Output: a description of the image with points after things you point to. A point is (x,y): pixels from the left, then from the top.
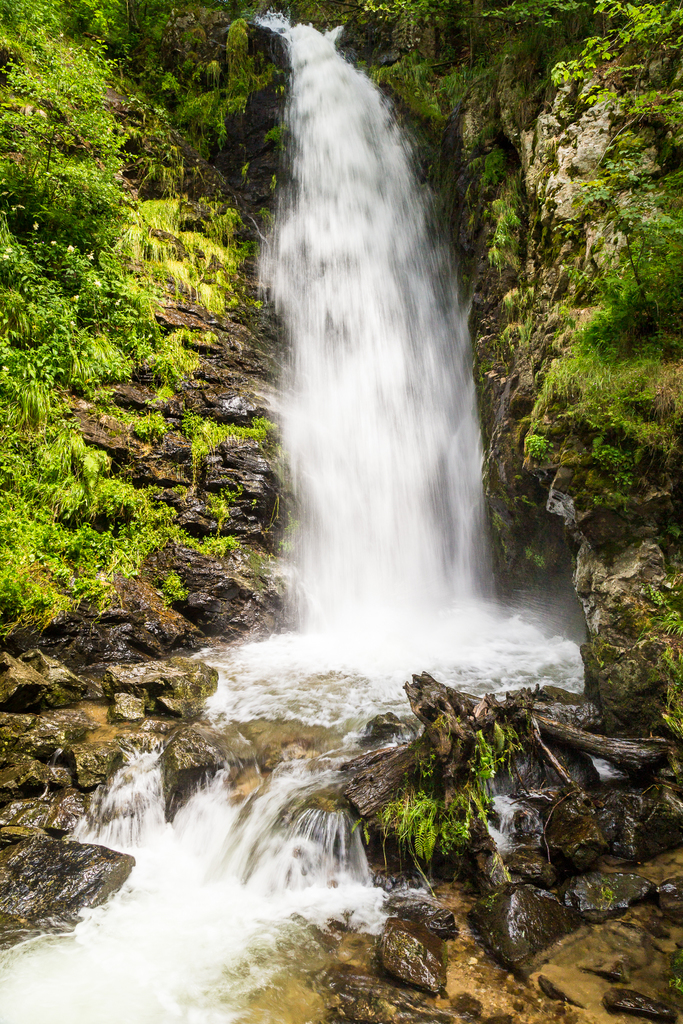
In this image we can see the waterfalls (424,393). There are mountains (558,367) and trees (438,42).
